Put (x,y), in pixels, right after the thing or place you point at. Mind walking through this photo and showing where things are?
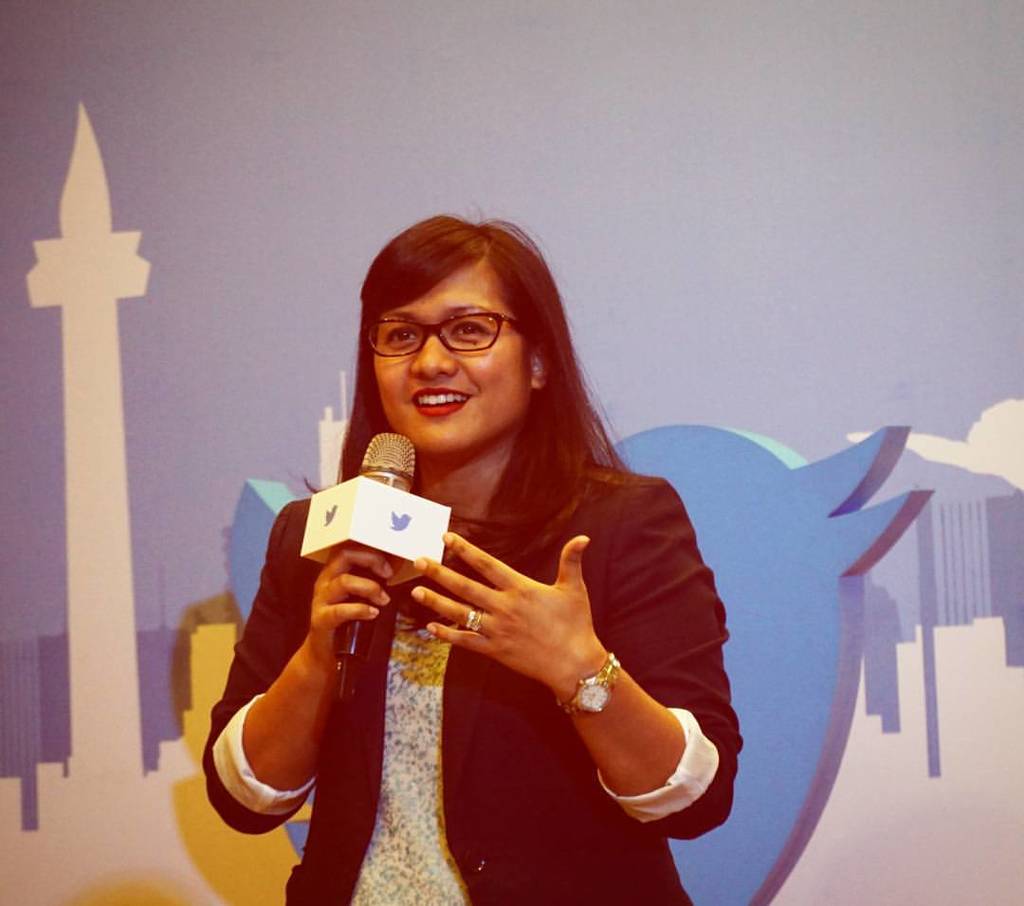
In this picture we can see a woman (610,714) wore a watch (599,706), spectacles (456,327), holding a mic (312,498) with her hand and at the back of her we can see painting (725,460) on the wall (868,195).
